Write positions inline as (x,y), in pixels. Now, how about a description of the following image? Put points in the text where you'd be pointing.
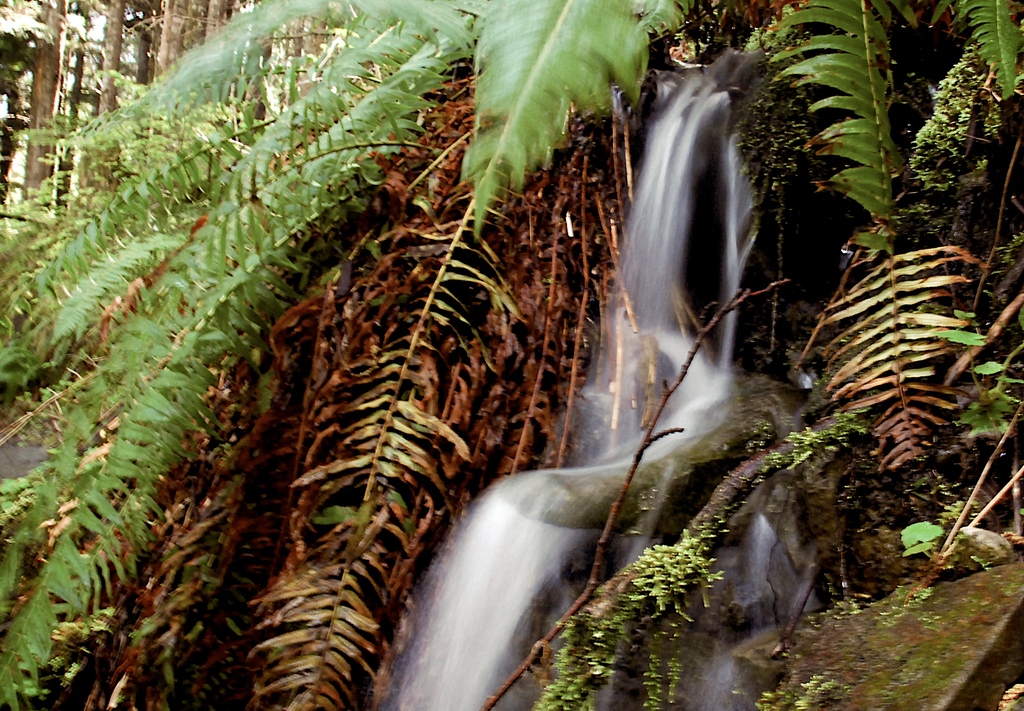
In this picture we can see the trees (72,40), leaves (447,87), water (689,392), rocks (698,484) are present.
